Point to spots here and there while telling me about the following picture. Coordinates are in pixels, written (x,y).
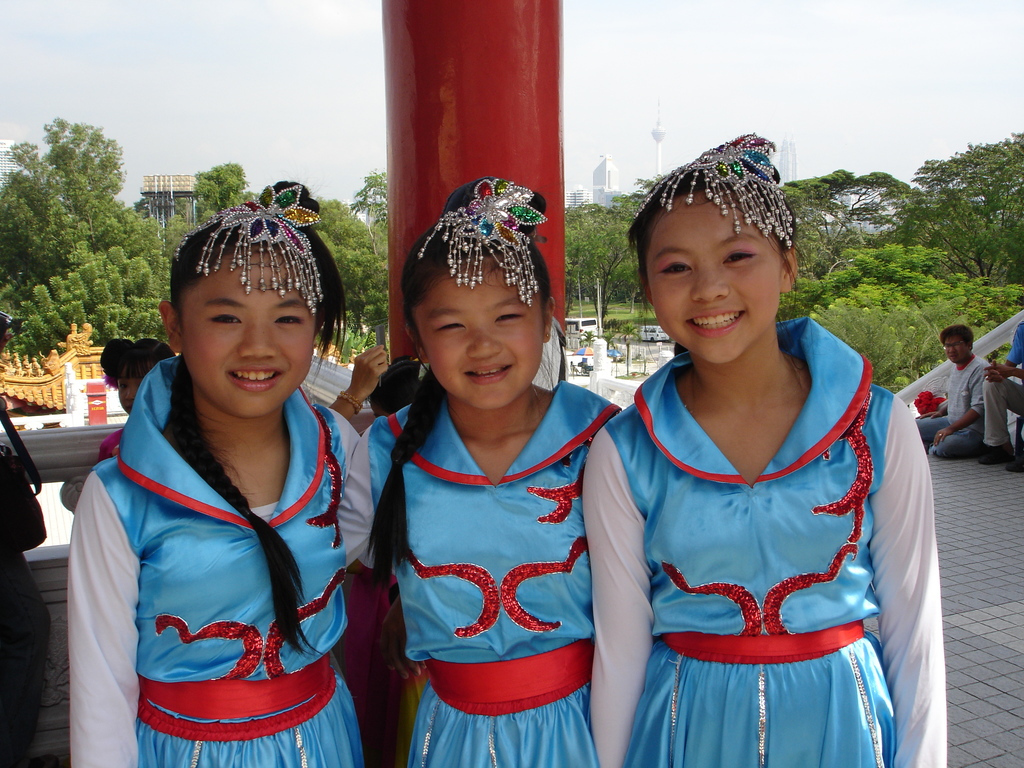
In front of the picture, the three girls (525,574) wearing blue dresses (474,582) are posing for the photo. All of them are smiling. Behind them, we see a red pillar (452,139) and people (956,450) sitting on the floor (975,482). In the background (13,243), there are trees (1016,244) and vehicles (581,322) moving on the road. We even see buildings (570,198) and a tower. At the top of the picture (153,147), we see the sky (604,124).
